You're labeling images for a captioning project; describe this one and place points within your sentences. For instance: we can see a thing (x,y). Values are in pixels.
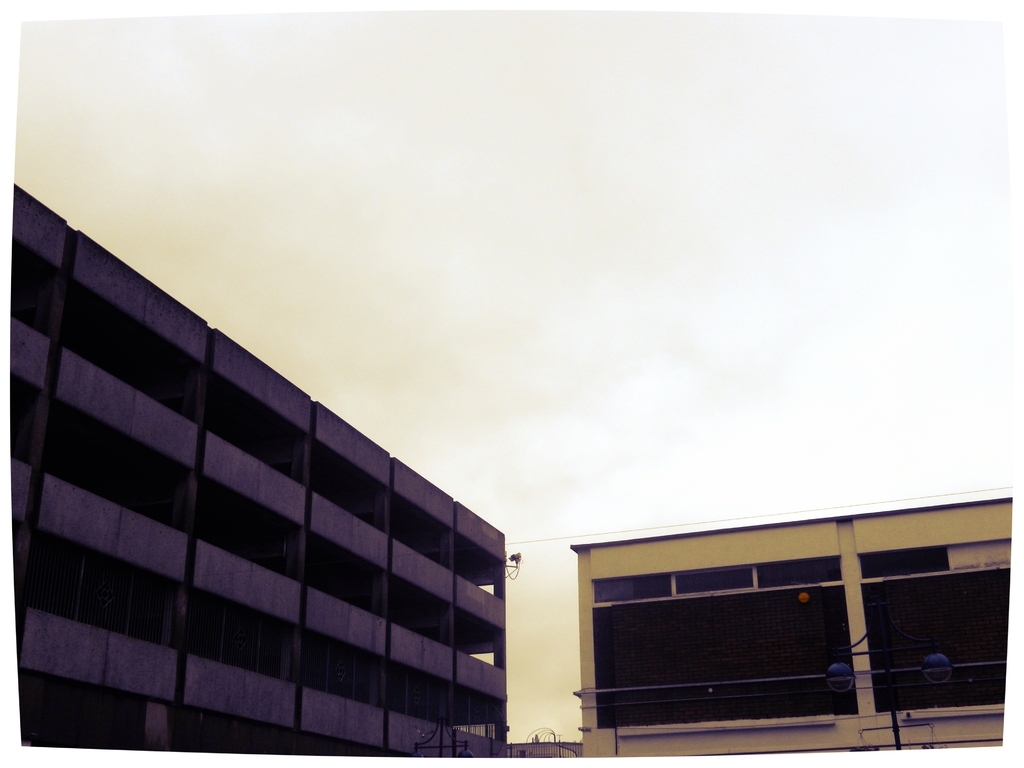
There are buildings (450,558) in the foreground area of the image (581,546), it seems like gates (475,733) and lamp pole (897,628) at the bottom side (516,747) and the sky (432,393) in the background (524,618).
